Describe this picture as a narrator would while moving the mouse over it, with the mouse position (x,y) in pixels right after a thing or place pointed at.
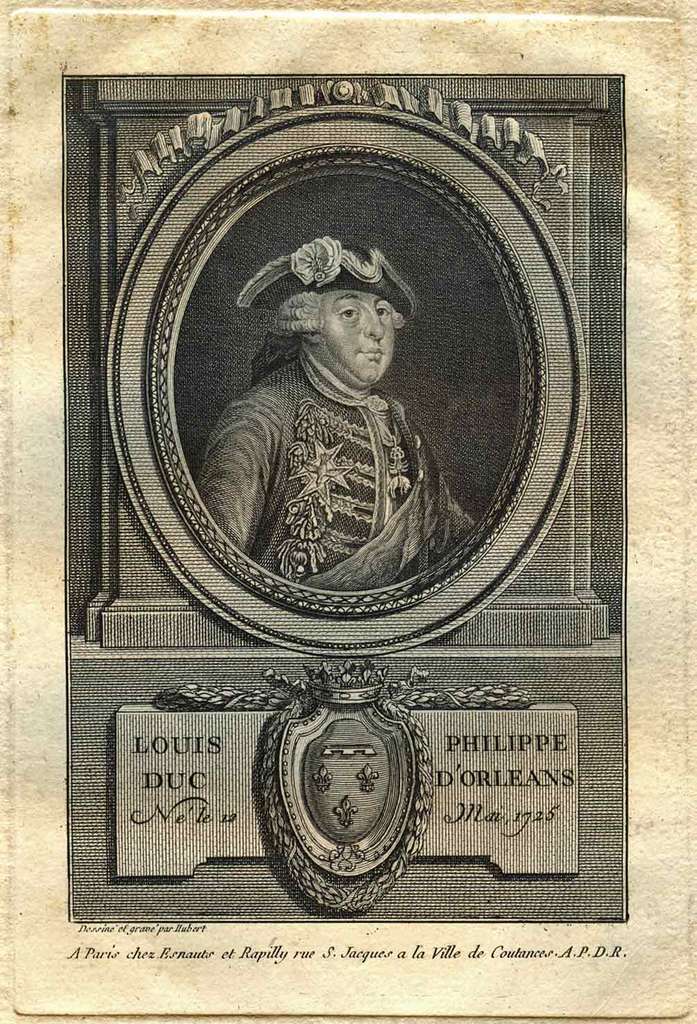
In this image, we can see a poster (406,863). In this poster (304,336), we can found a person (339,507) is wearing a cap (330,285). At the bottom of the image (395,771), we can see some text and symbol (356,808).
